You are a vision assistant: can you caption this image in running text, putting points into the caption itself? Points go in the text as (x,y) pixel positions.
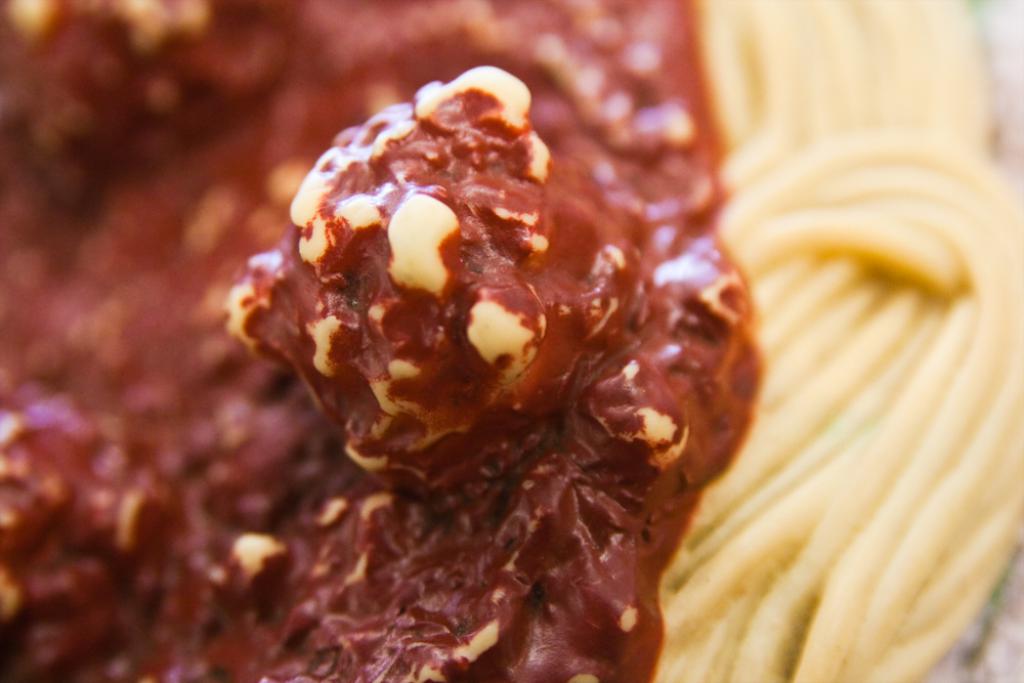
This image consists of sauce (646,237) along with noodles (989,451). And there is cheese (495,309) on the sauce (412,432).
